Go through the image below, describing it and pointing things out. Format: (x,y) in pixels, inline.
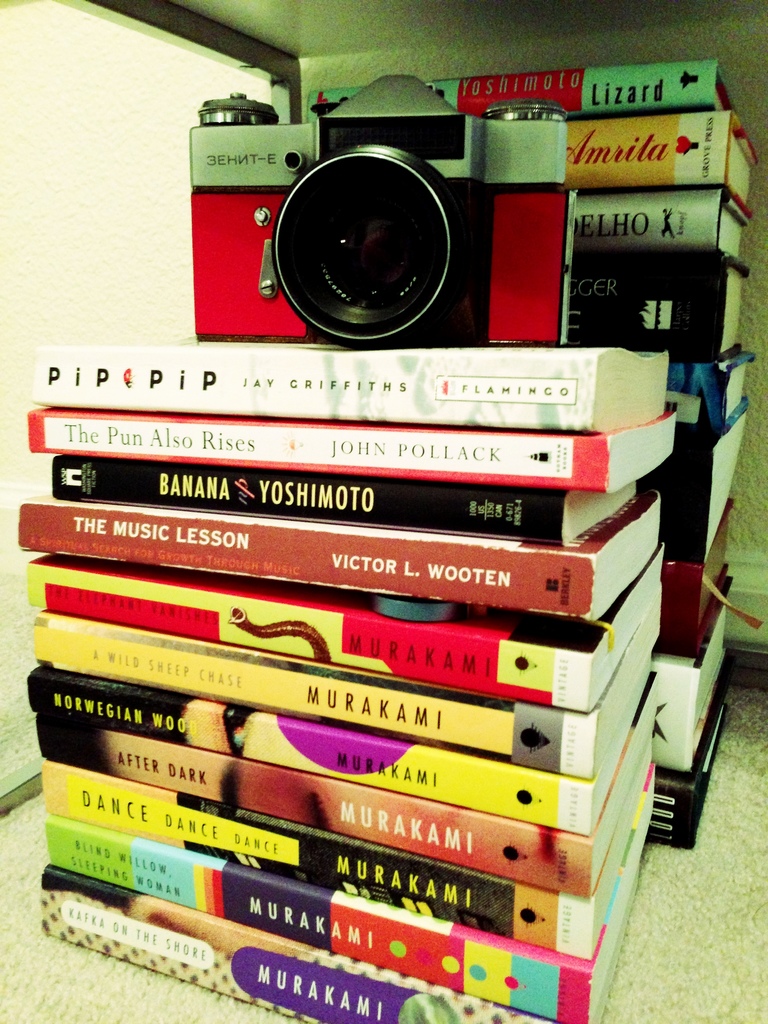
In the center of the image (475,624) we can see books (423,500) and a camera (503,268).
